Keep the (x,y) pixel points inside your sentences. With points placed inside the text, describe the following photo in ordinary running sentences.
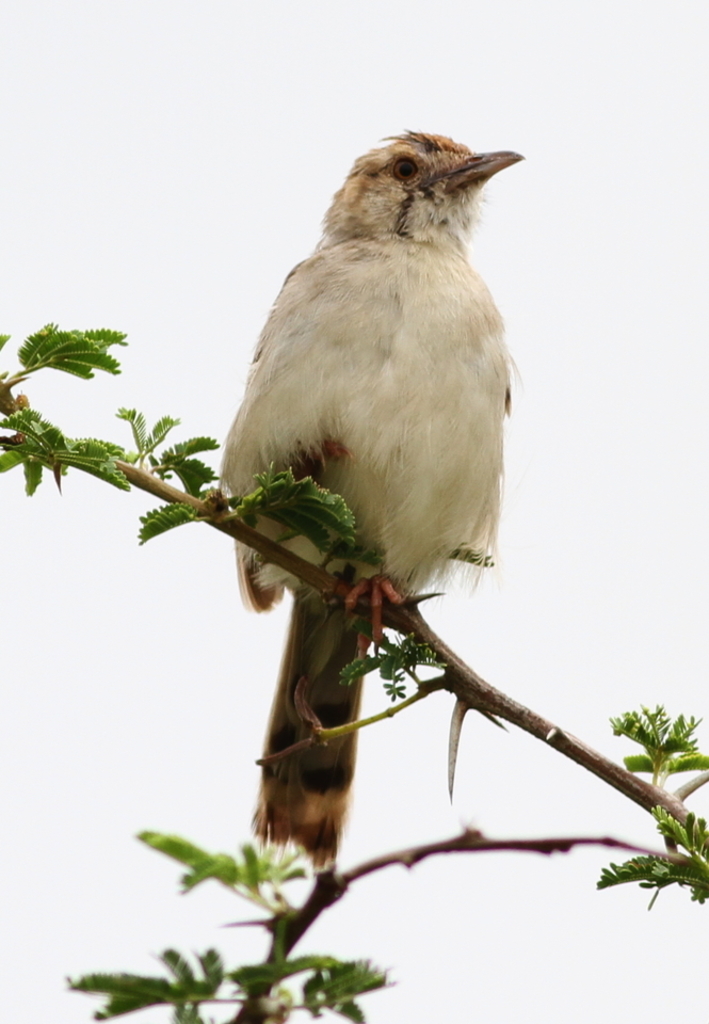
Bird (318,379) is on wooden branch (550,732). Background (600,487) it is in white color.
